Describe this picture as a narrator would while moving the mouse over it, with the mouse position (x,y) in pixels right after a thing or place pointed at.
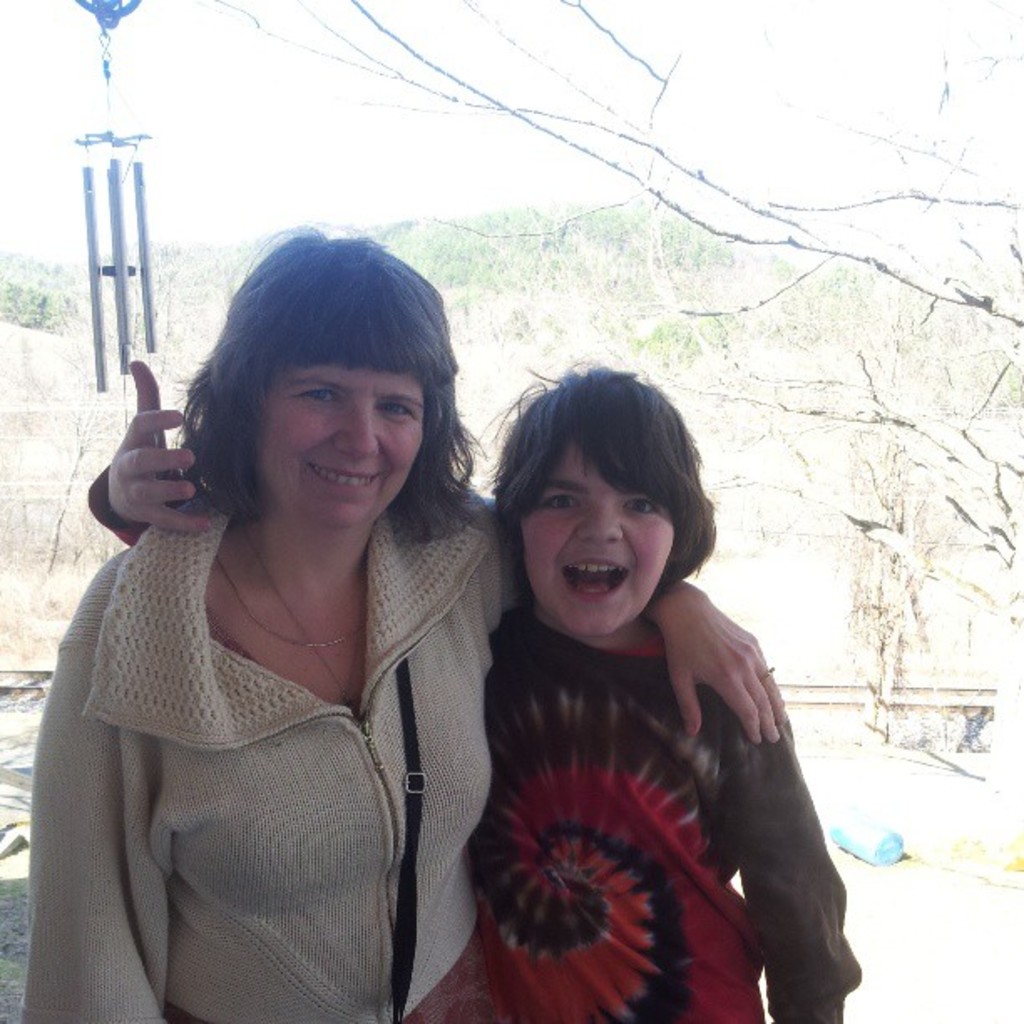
In this image we can see a woman (393,674) and a boy (505,788) smiling. In the background (446,229), we can see the trees (734,326), fence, a blue color object (880,851) and also the grass (929,853) and some poles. We can also see the sky (109,219).
